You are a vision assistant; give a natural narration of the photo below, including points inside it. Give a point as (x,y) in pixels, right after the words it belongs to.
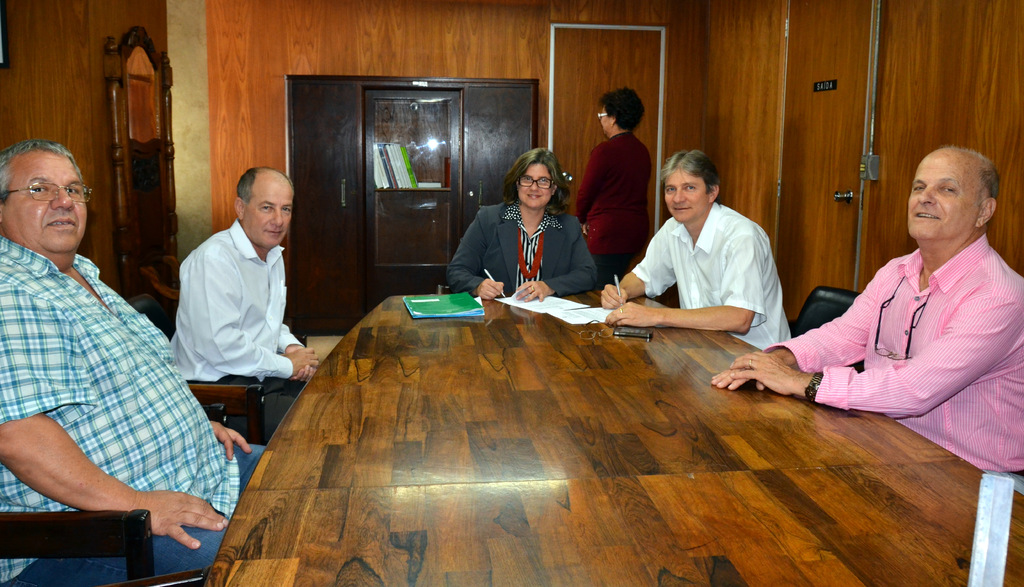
There is wooden rack (306,116) on the floor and there are some books (382,148) in the rack (475,136). There is a woman (608,118) standing near to the rack (493,132) and there are group of people (506,261) sitting around the table (568,337). There is a woman (541,203) sitting on chair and holding a pen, wearing a spectacles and wearing blue colour jacket (495,219). There is a table (425,372). On the table (419,320) there is a book (425,313), spectacles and paper (563,318). There is man (299,347) wearing white colour shirt (238,353) sitting on chair (223,400), there is another man (199,412) wearing blue colour shirt (162,427), and wearing spectacles (33,193) another man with pink colour shirt (901,309).
